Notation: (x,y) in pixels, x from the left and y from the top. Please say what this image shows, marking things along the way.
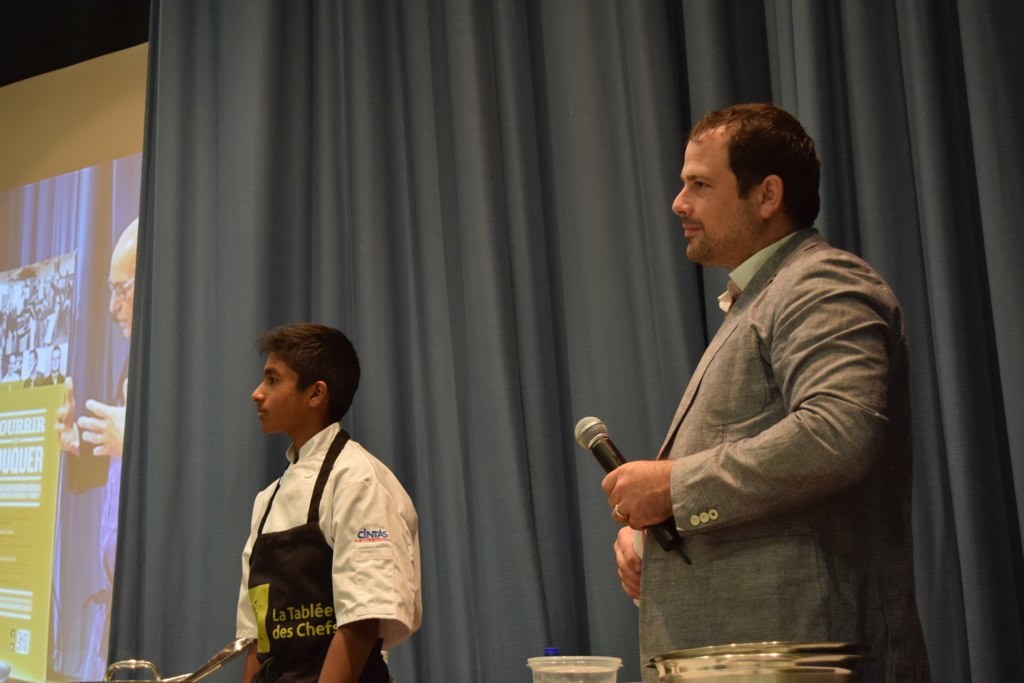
In this image I can see two persons (324,512) standing. In front (780,465) the person (707,457) is holding the microphone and I can see the glass (587,671) and some object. In the background (482,198) I can see few curtains (287,147) and the projection screen (73,109).
